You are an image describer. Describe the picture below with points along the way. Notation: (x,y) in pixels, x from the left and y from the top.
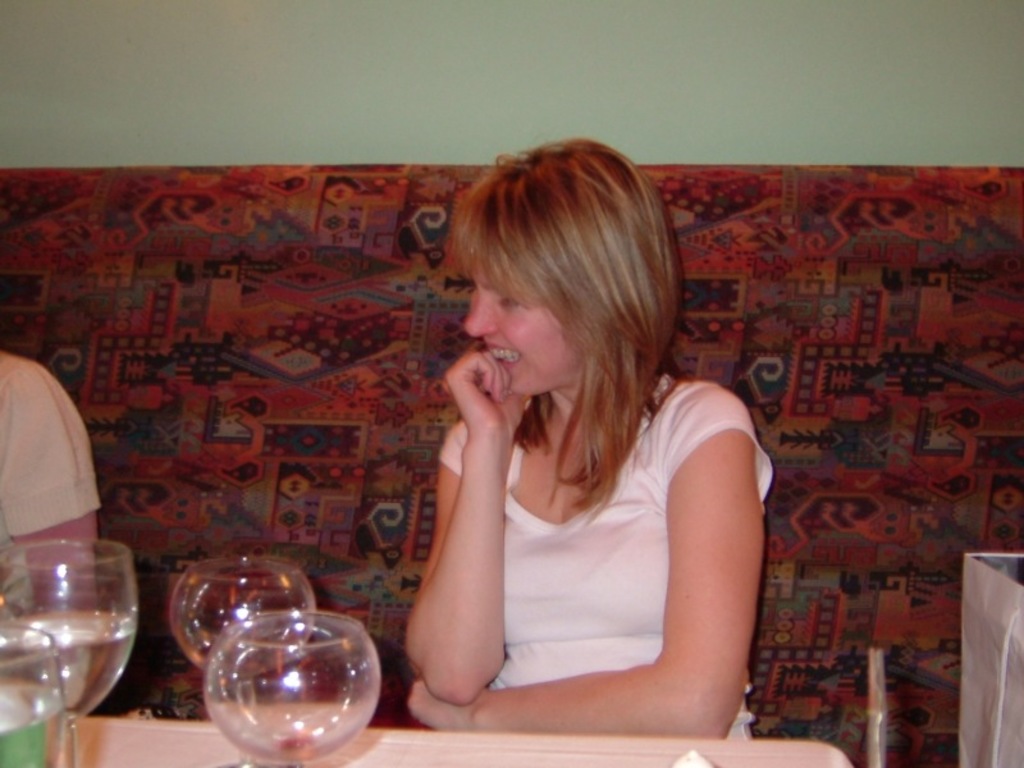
In the background (685,19) we can see the wall (827,65). In this picture we can see a woman (662,644) sitting on a sofa (779,733) and she is smiling. We can see glasses (285,663) on a platform (791,741). On the right side of the picture (1016,767) it looks like a carry bag (984,586). On the left side of the picture (39,373) we can see the hand (67,536) of a person (62,412).
